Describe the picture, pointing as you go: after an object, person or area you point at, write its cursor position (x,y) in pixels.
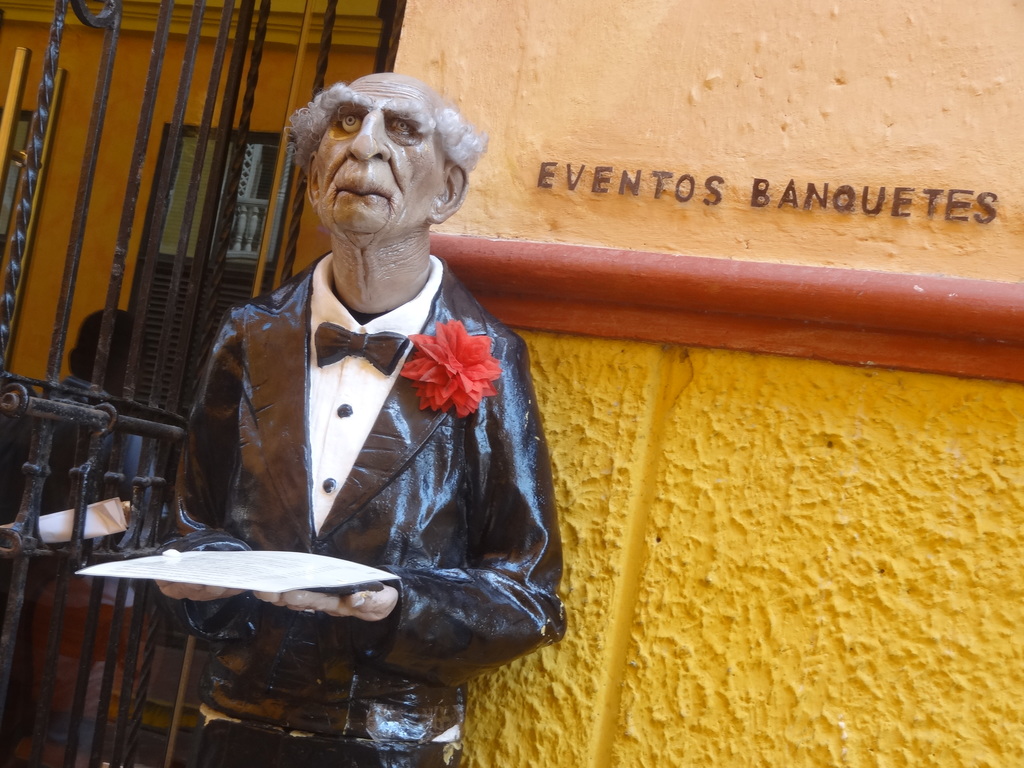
There is a statue (371,554) wearing black dress (402,588) and holding an object (310,587) in his hand (290,596) and there is a fence gate (136,332) beside it and there is something written on the wall (771,189) behind it.
